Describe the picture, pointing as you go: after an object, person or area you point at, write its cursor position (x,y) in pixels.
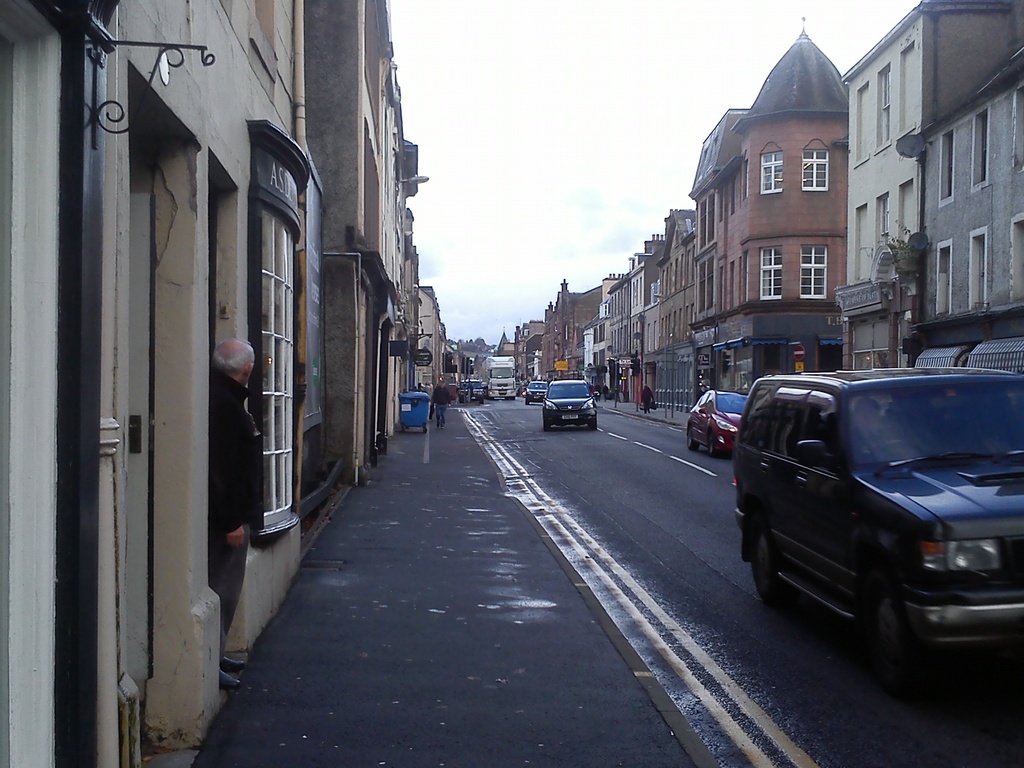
This image is clicked on the road (705,714). To the right (693,689) there is a road (683,473). There are vehicles (903,530) moving on the road (489,411). Beside the road (787,714) there is a walkway (428,666). On the either sides of the walkway (355,614) there are buildings (794,316). To the left (220,469) there is a man (226,487) standing near to the walkway (251,660). At the top (482,115) there is the sky (505,109).
